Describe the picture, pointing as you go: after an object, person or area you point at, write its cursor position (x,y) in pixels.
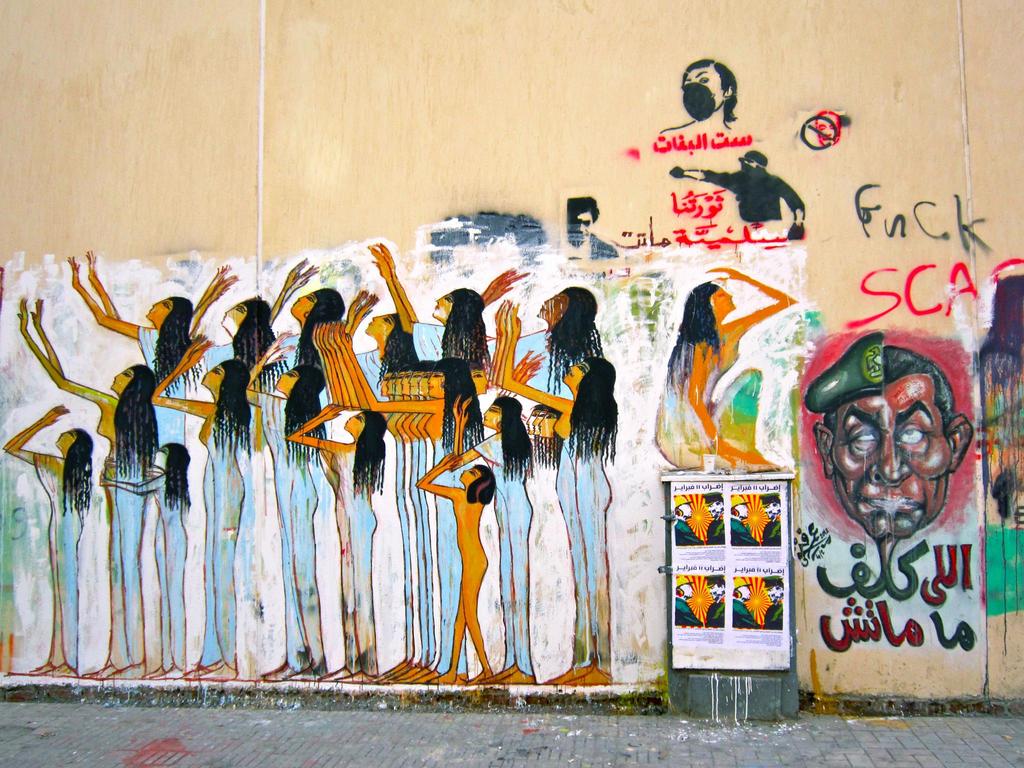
This image consists of a wall (485,213) on which there is a painting (555,353) of many women (291,487). At the bottom (278,719), there is a road (467,726).
